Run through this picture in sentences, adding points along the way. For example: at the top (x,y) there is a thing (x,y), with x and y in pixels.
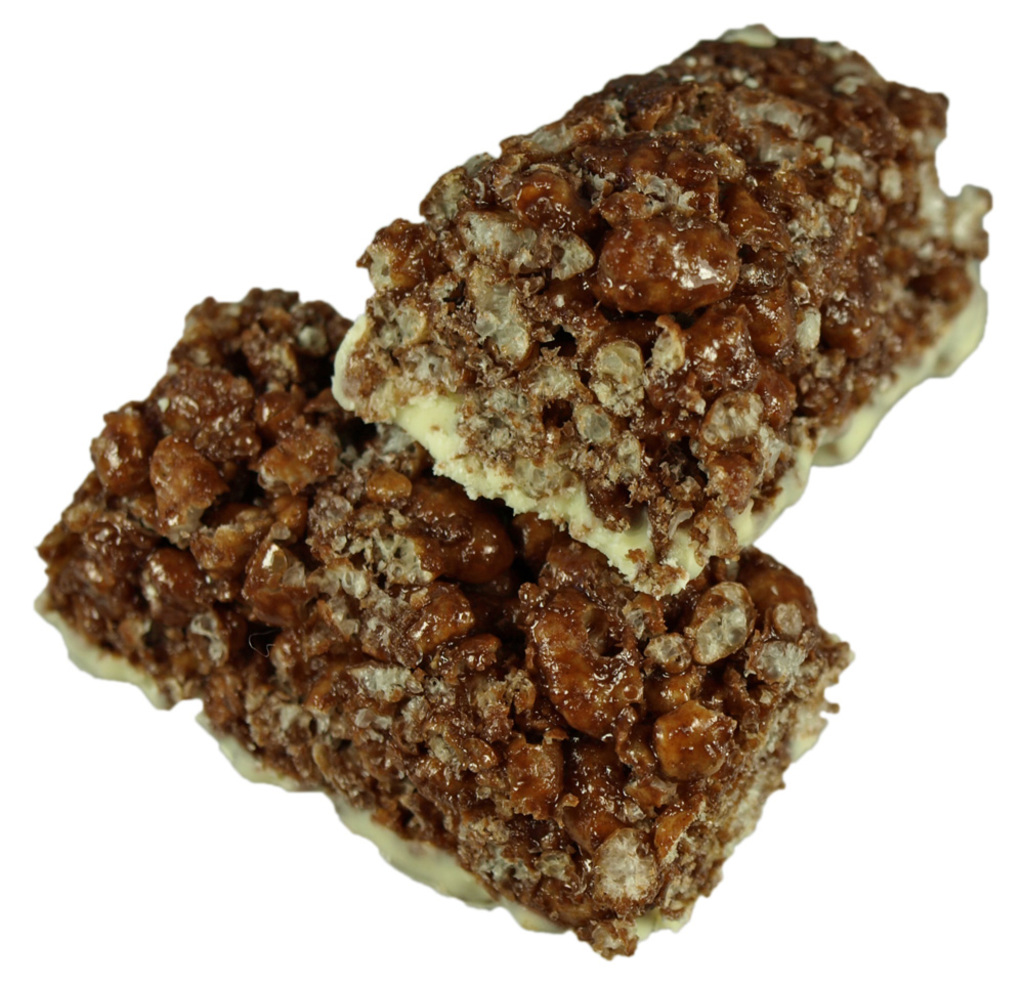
In this image we can see the two pieces of food items (734,519) and the background of the image (153,100) is in white color.
